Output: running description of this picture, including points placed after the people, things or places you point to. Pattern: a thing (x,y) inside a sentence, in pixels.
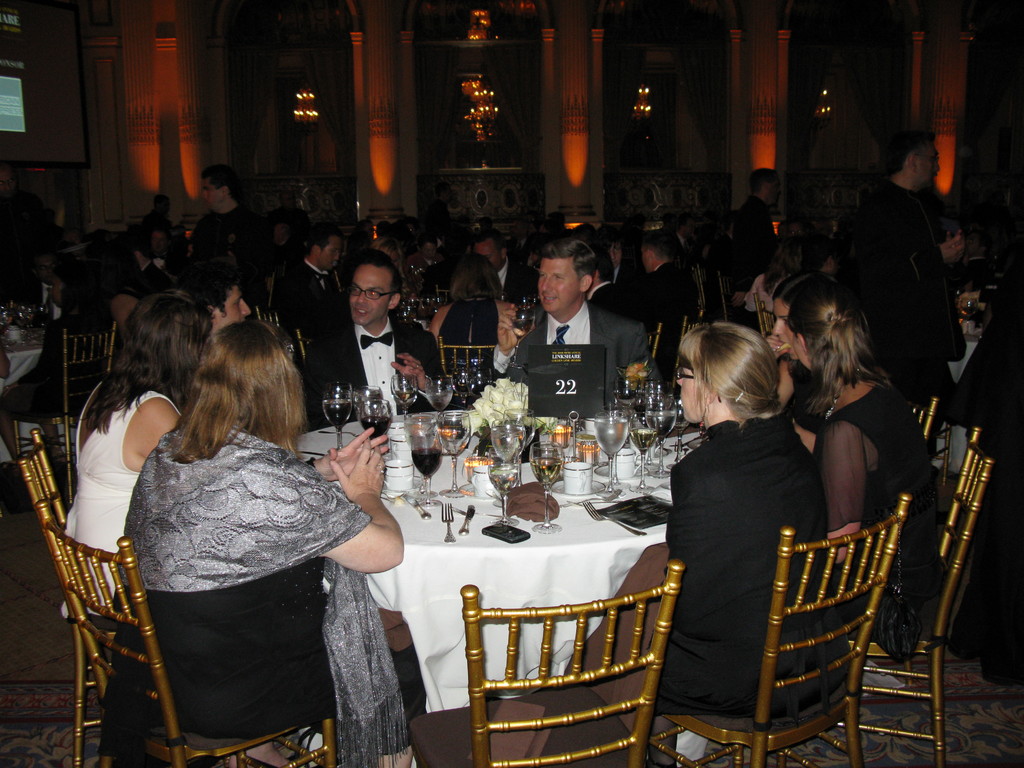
There are few people (164,515) sitting around the table (523,560) on the chair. There are glasses (502,440), spoon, fork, knife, cups (581,469), flower vase (524,455) on the table (527,474). In the background (518,248) we can see many people (222,224) sitting on the chair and few (226,212) are standing, lights (305,119), curtain (419,126) and on the left (40,83) there is a screen (40,78).
